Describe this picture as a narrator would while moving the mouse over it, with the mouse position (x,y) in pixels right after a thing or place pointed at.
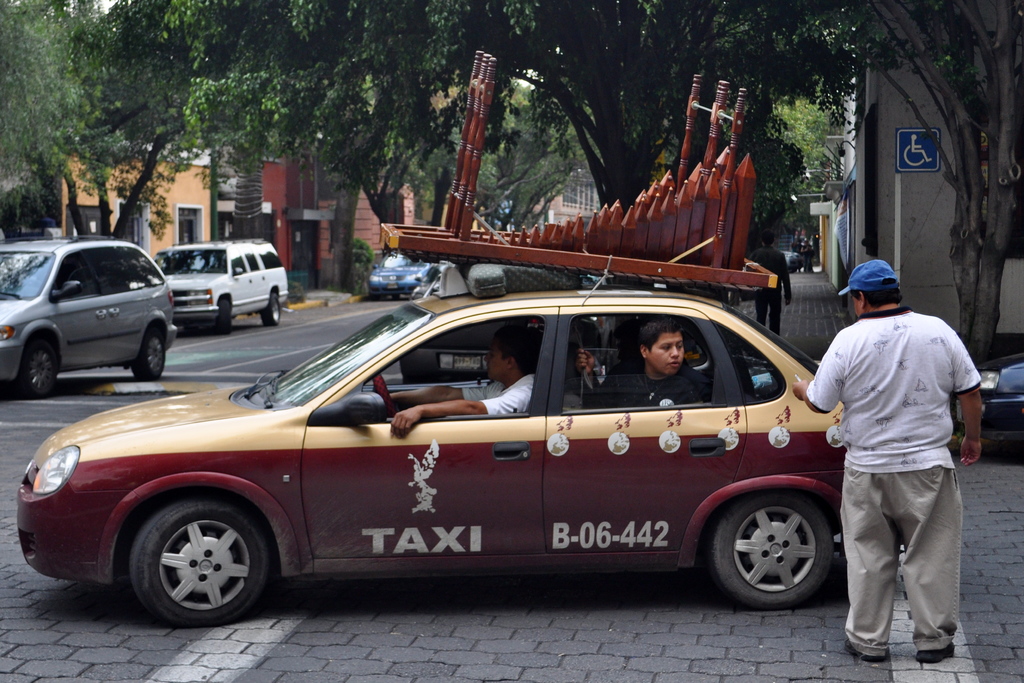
An outdoor picture. This vehicle (663,442) is highlighted in this picture. These are trees (425,55). A vehicles (387,266) on road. These are buildings (305,204). The man (893,315) in white t-shirt (900,371) is standing and wore cap (894,277). This is a sign board (918,139). Persons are sitting inside this vehicle (514,472).
